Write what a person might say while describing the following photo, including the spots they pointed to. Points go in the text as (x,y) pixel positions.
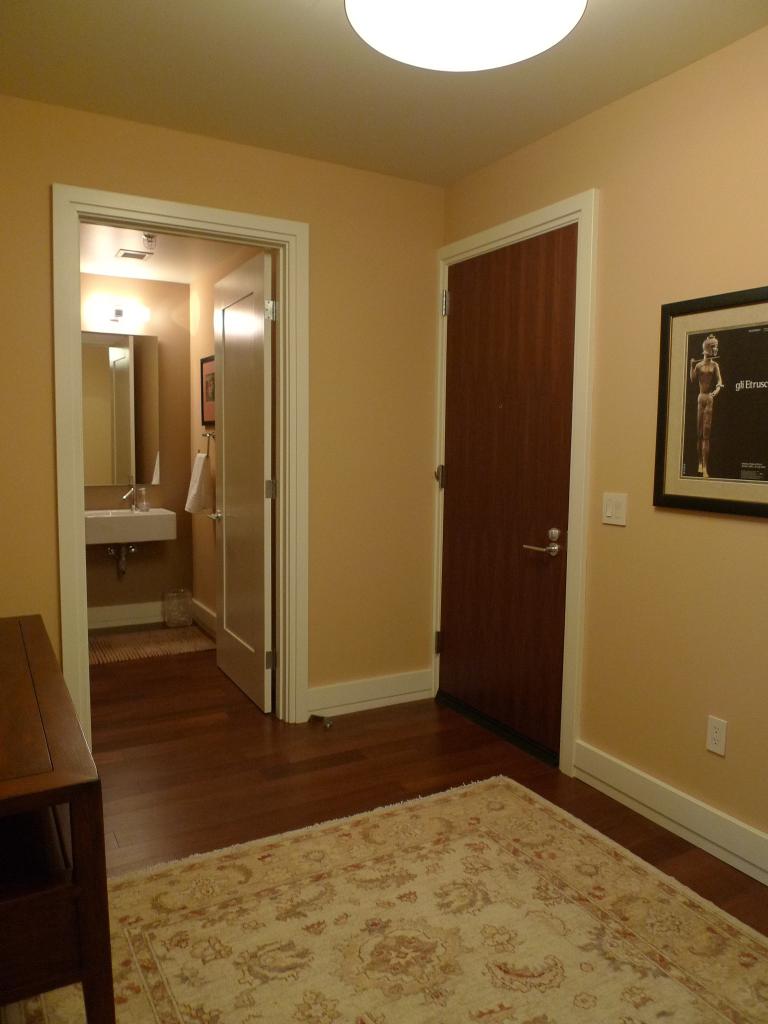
In this image, I can see the inside view of a building (462,625). On the right side of the image (701,488), there is a photo frame (708,396) attached to the wall (683,251). At the top of the image (444,46), there is a ceiling light (399,49). At the bottom of the image (316,938), I can see a carpet (252,861) on the floor (230,811). On the left side of the image (80,830), I can see a wooden object (80,803). I can see a bathroom (170,693) with a door (235,566), washbasin (126,529), tap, napkin holder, mirror (137,461), light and there is another door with a door handle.
